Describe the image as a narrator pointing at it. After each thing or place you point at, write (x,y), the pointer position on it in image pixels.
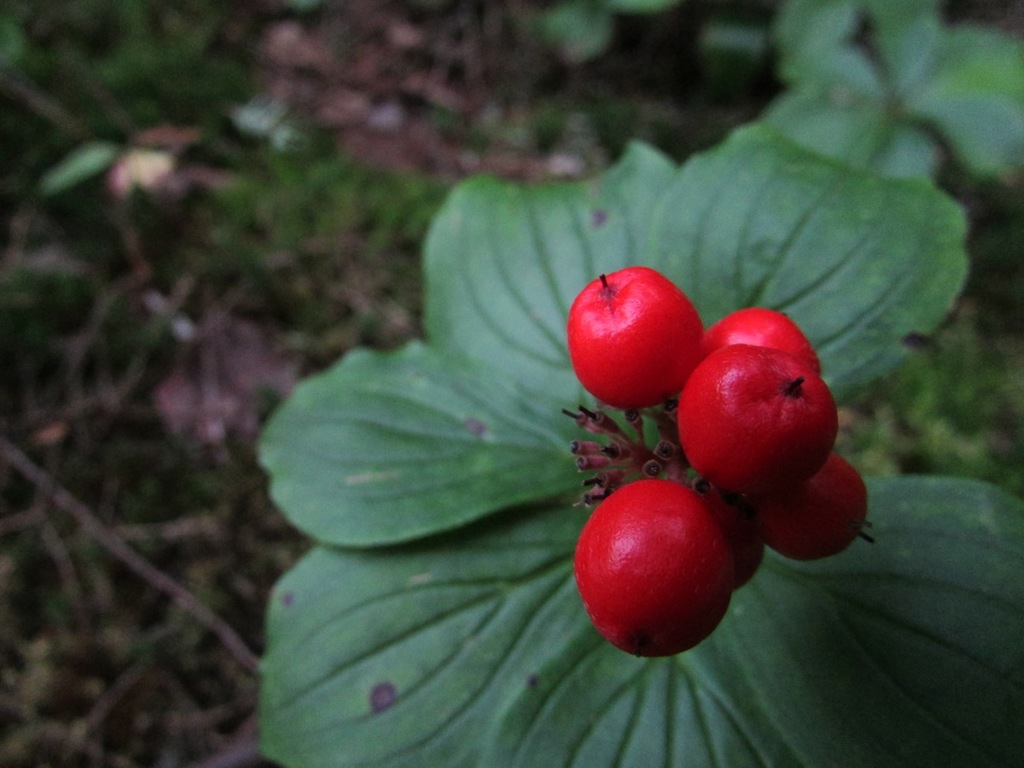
In the middle of the image (675,357) we can see some fruits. Behind the fruits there are some plants (891,2). Background of the image (61,725) is blur.
